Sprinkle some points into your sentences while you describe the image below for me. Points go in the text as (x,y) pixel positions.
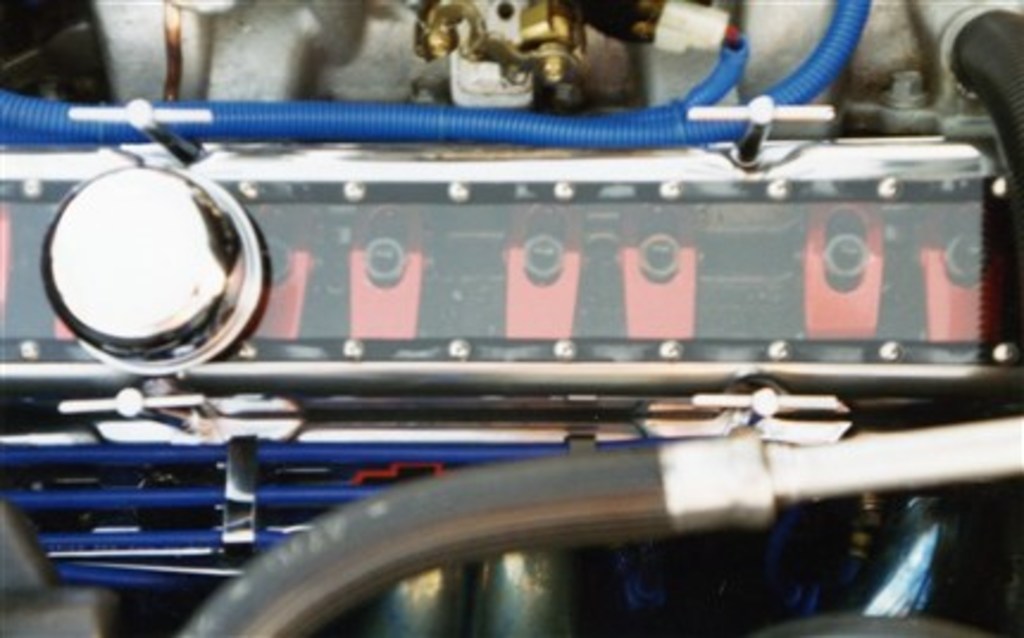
There is a silver color button (167,204) near blue color pipes (495,112). And there are other objects (348,244).
